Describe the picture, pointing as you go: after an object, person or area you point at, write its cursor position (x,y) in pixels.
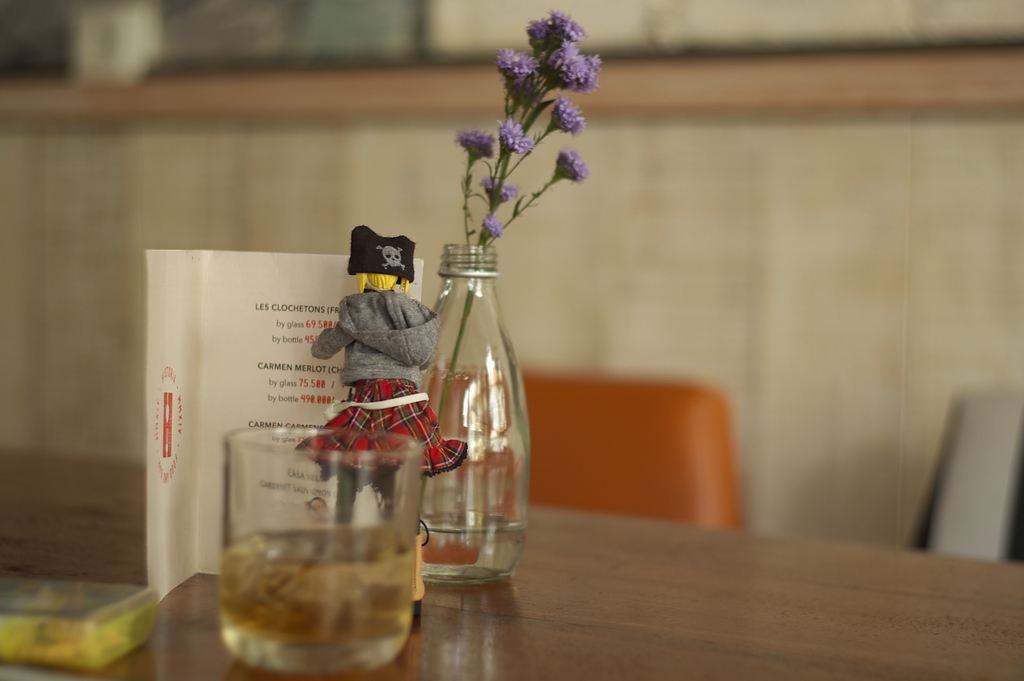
This picture is mainly highlighted with a glass of drink (333,506), and a flower vase (487,301) in a bottle (478,342). a doll (403,318) and a book (318,369), box (76,604) on the table (520,633). we can see a chair (678,431) in orange color.
